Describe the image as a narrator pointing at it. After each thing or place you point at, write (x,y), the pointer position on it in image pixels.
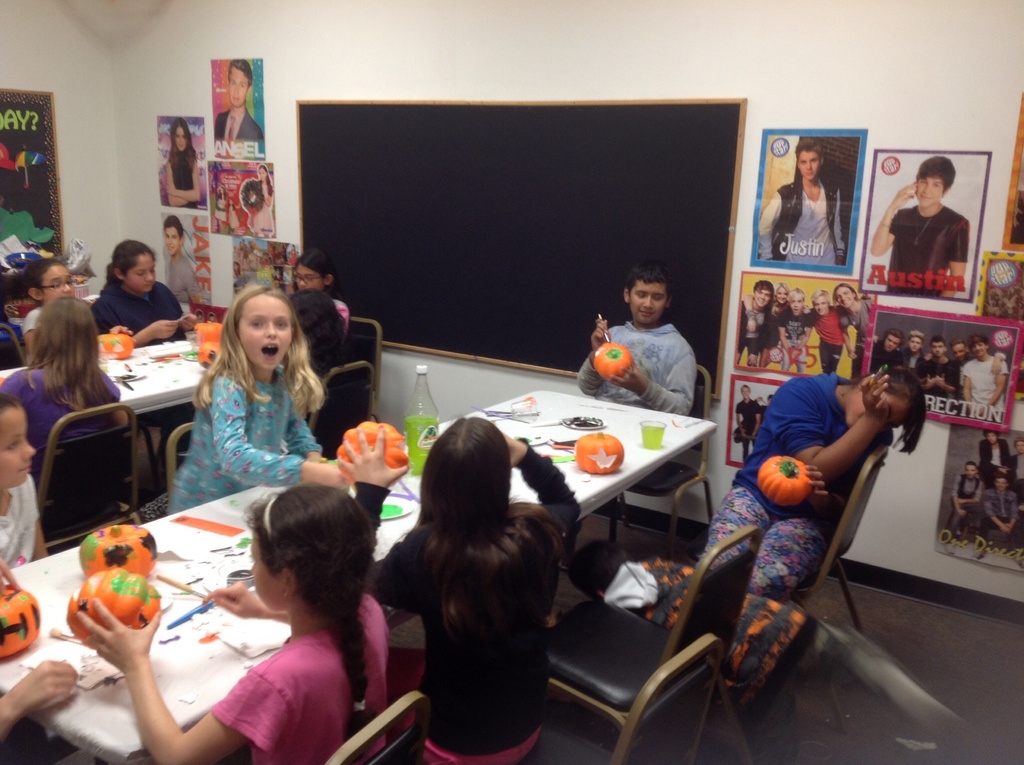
In this picture there are several kids (286,380) painting a pumpkin (767,482) and there are many posters (246,216), black board (587,202) attached to the wall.
